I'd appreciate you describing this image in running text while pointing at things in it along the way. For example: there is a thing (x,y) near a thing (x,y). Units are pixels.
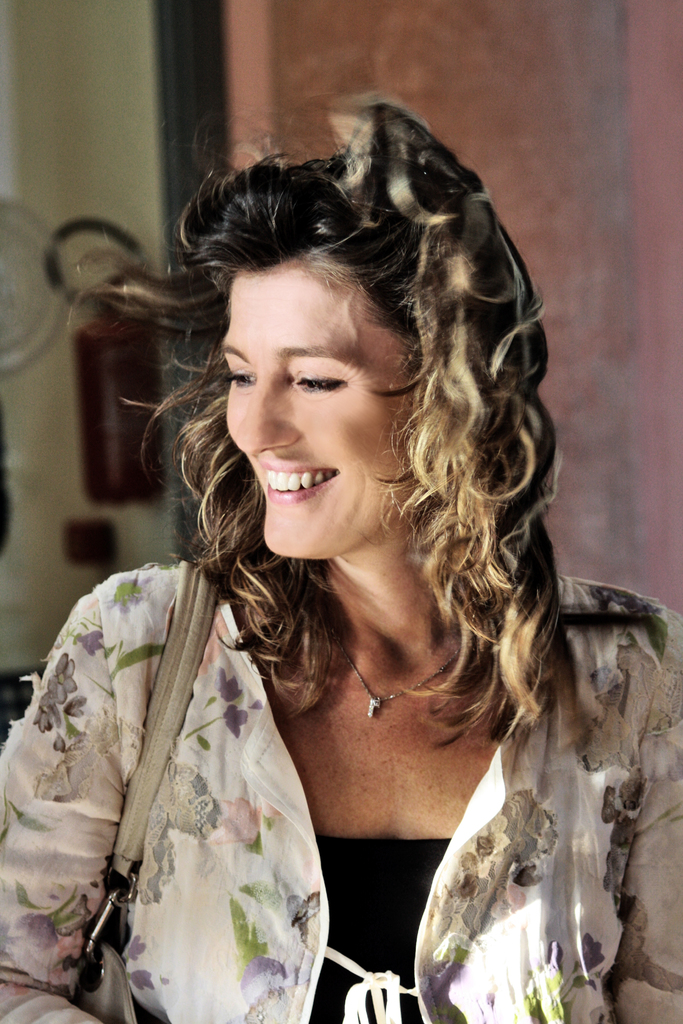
In this picture I can see a woman (433,613) in the middle (433,639), she is smiling and also she is wearing the dress (248,942).
